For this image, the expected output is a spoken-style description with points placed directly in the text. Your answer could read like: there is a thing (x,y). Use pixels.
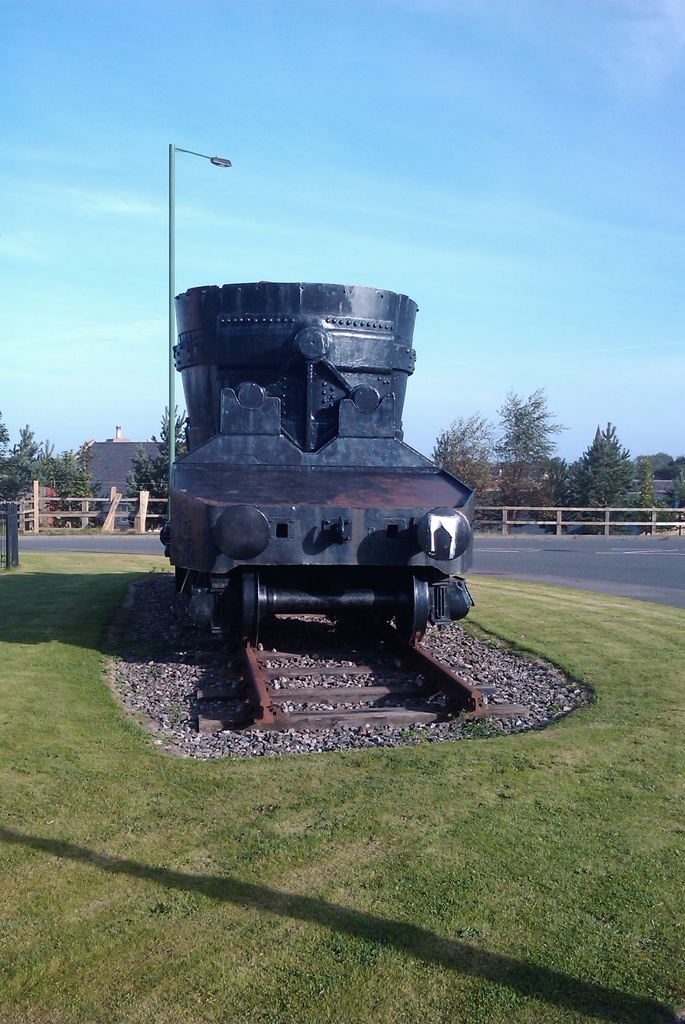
In this image we can see sculpture (247,357) placed on the ground (243,898). In the background (85,521) we can see wooden grill (91,518), trees (143,478), buildings (119,450), street pole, street light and sky (349,280) with clouds (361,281).
